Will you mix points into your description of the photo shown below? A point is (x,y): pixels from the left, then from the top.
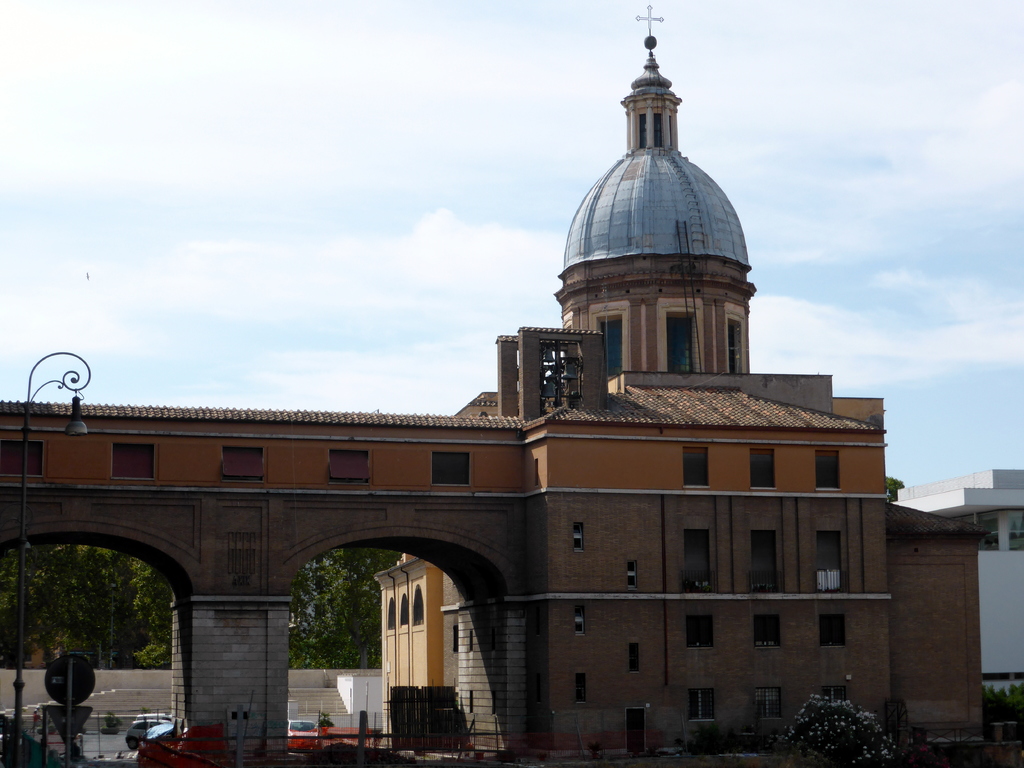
In this image at the bottom (300,735) there are cars (312,728), sign boards (65,707), street lights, plants (811,722). In the middle (500,447) there is a building (674,410). In the background (600,131) there are sky (474,149) and clouds (437,265).
